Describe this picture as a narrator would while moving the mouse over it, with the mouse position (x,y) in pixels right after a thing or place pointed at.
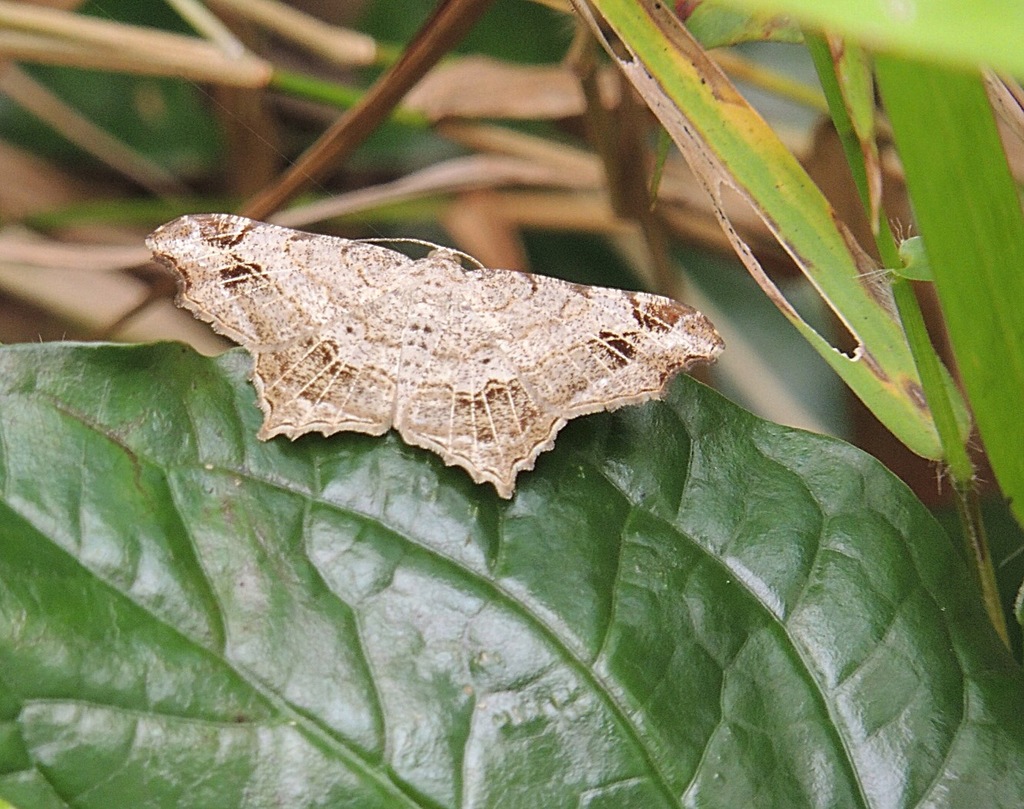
In this image there is a butterfly (383,367) on a leaf (224,464). To the right (931,120) there are leaves (866,119). The background (471,100) is blurry.
